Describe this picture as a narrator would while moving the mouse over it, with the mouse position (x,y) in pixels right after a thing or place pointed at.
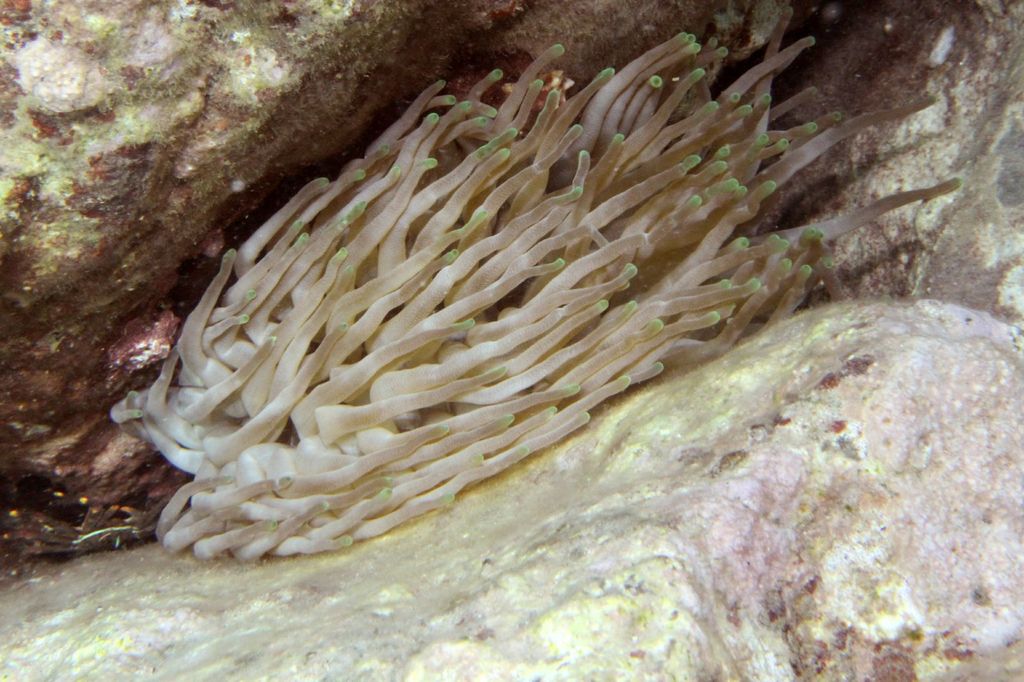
In this image I can see a sea anemone (542,411). In the background (689,398) I can see few rocks (687,445).
